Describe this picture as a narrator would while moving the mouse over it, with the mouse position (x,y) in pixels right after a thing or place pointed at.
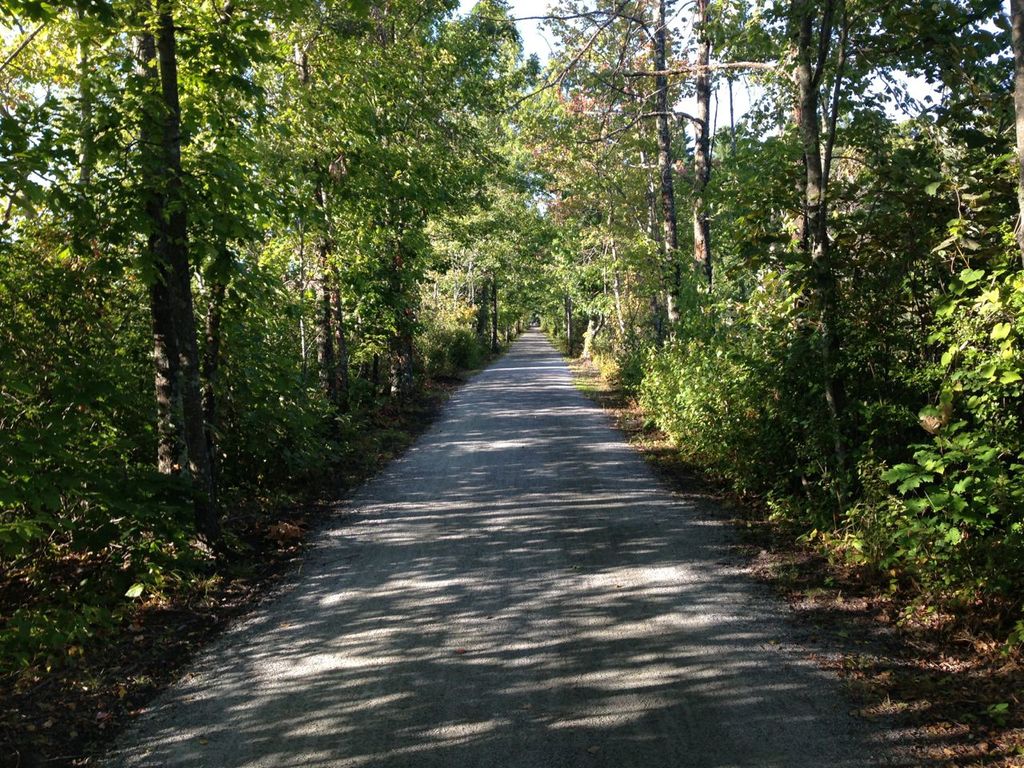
In this image I can see a road (514,552). On the left (222,299) and right side (728,210), I can see the trees (449,243).
